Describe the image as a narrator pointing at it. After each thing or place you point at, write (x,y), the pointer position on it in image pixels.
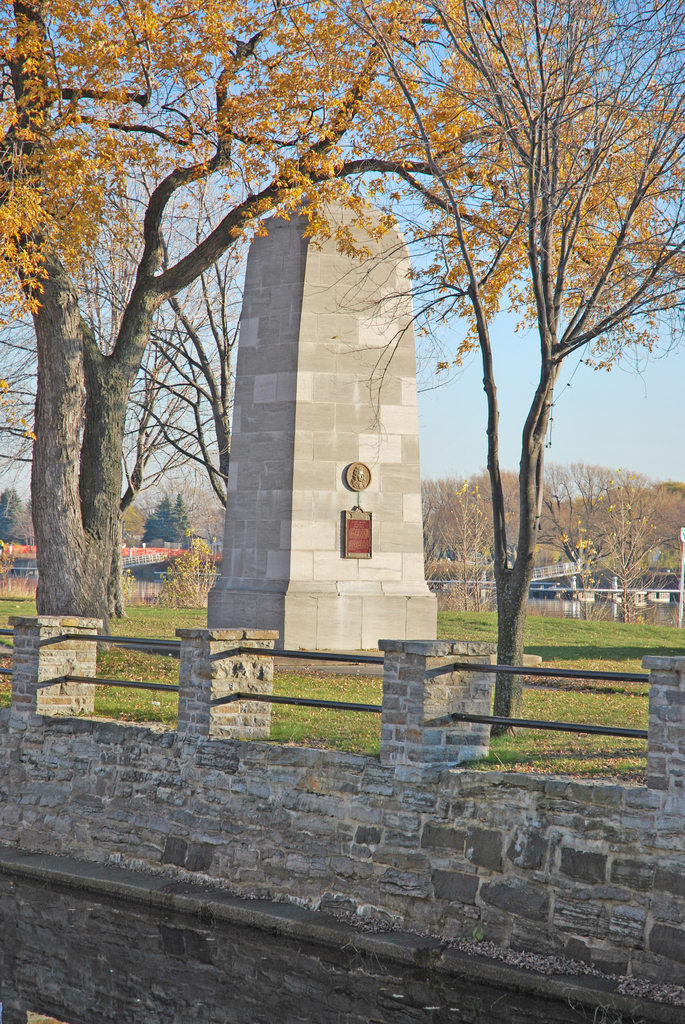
This picture is clicked outside the city. At the bottom of the picture (201,886), we see a wall (282,818) which is made up of stones (331,869). Beside that, we see grass (364,699) and trees (515,694). In the middle of the picture (347,471), we see a monument (358,435). On the right side (532,719), we see an iron railing (557,569). There are many trees (177,531) in the background (588,507).
